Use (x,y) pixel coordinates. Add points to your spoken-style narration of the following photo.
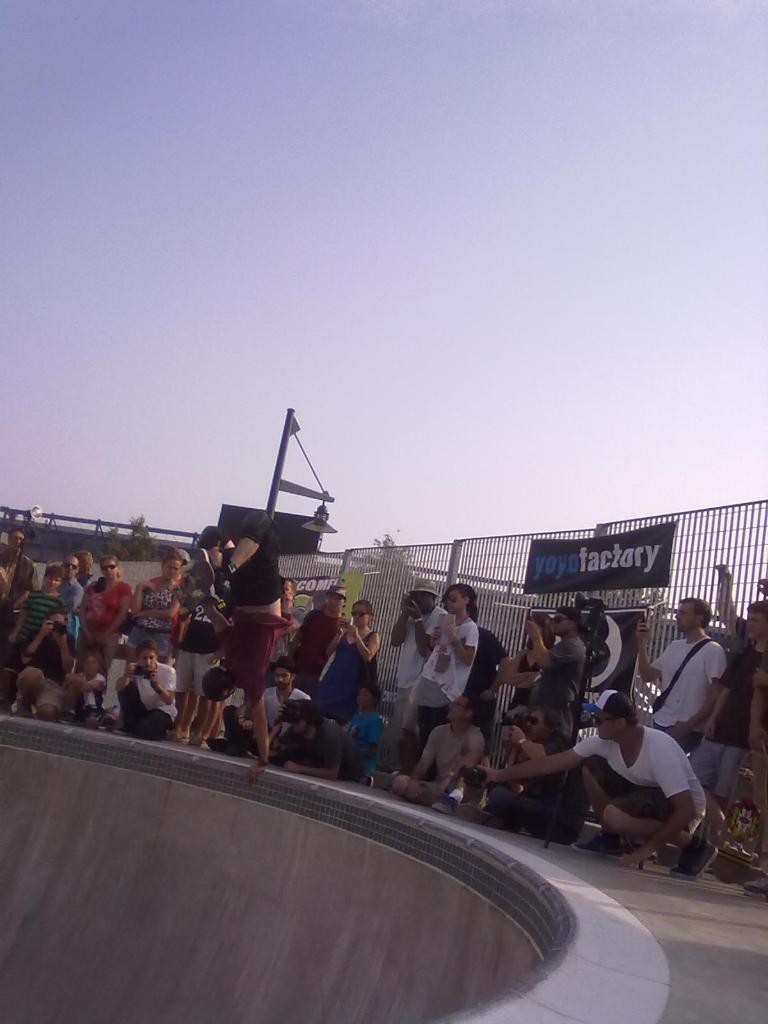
In this image I can see group of people (193,691). In the background (397,551) I can see the railing (711,589) and the sky (326,288) is in blue and white color.
